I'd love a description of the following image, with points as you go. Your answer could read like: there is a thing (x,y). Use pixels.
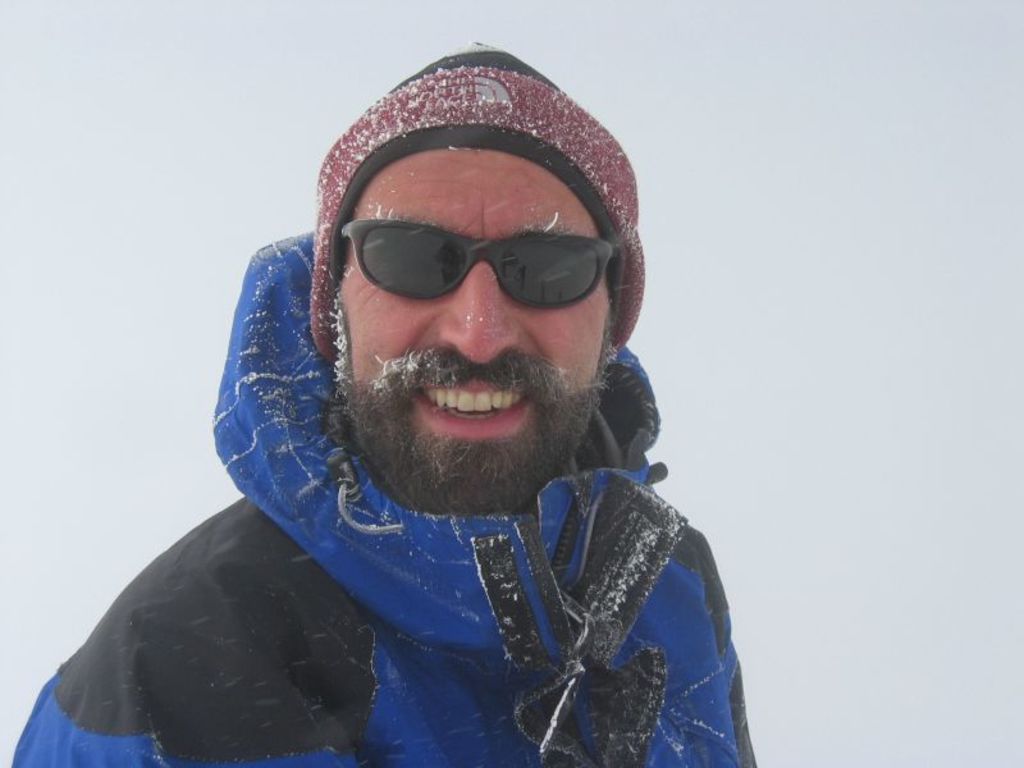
In this image, we can see a person (470,615) wearing a jacket (316,628), goggles (363,252) and cap (382,132). He is smiling. Background (838,623) we can see white color.
